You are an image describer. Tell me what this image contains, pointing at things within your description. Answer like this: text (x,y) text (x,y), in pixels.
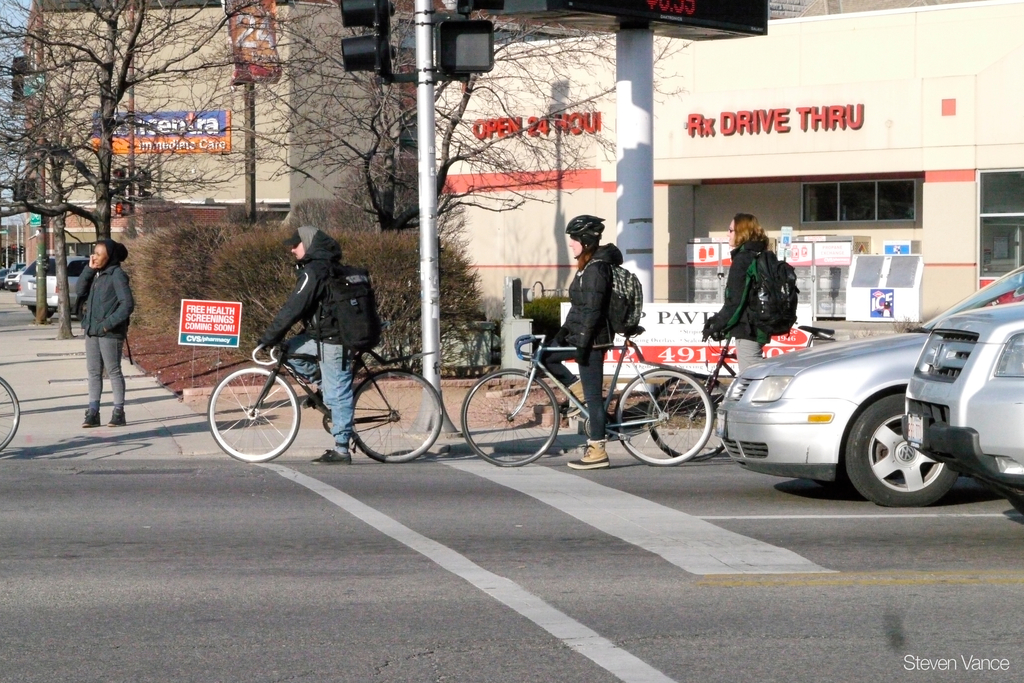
In this picture I can see group of people (583,448) standing, there are vehicles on the road (24,631), there are lights (366,46), poles (435,319), boards (690,8), plants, trees (386,134), buildings (689,118), and there is a watermark (913,655) on the image.
